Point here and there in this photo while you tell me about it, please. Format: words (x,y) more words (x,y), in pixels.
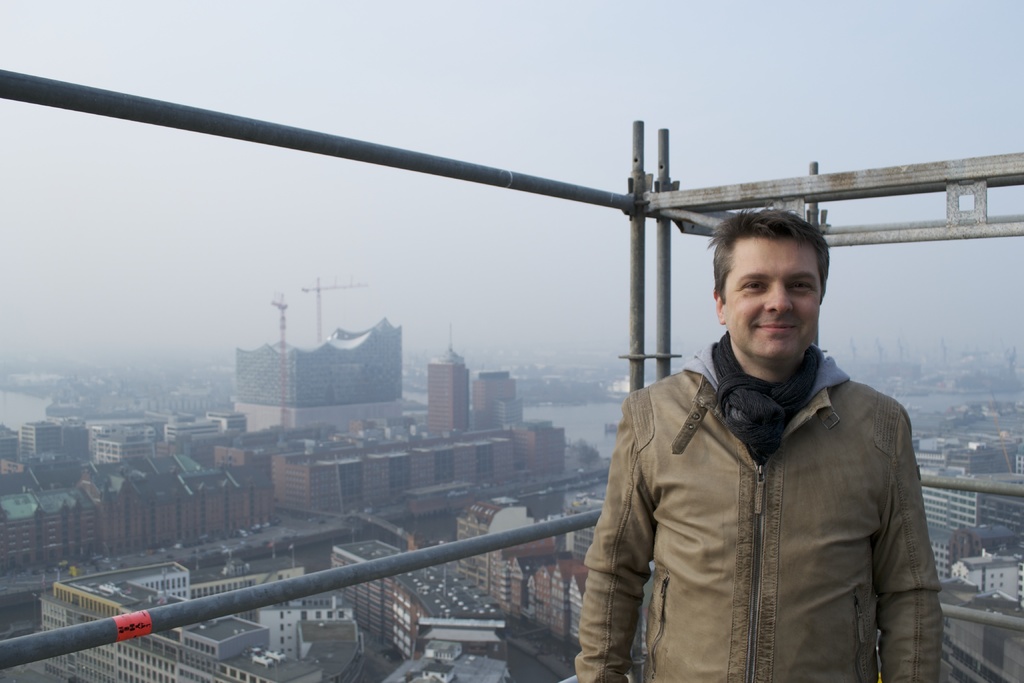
In this picture I can see a man (681,404) in front (634,501) and I see that he is smiling, behind him I can see the poles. In the background (319,476) I can see number of buildings (382,402) and the sky (416,130).
